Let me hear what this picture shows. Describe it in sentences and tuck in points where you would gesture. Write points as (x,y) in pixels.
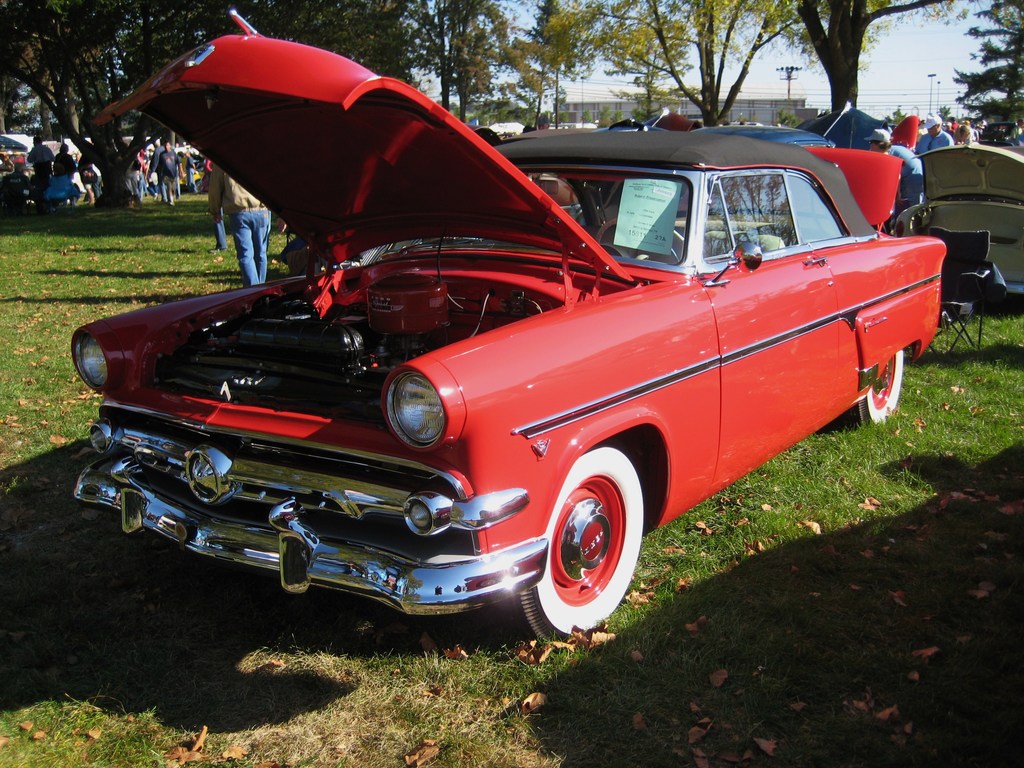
In front of the image there are cars (685,282). On the right side of the image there is a chair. At the bottom of the image (774,522) there is grass (795,624) and there are dried leaves (219,260) on the surface (227,648). There are people (259,219). In the background of the image (43,56) there are trees (732,22), buildings (600,101), current poles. At the top of the image (911,52) there is sky (911,48).
